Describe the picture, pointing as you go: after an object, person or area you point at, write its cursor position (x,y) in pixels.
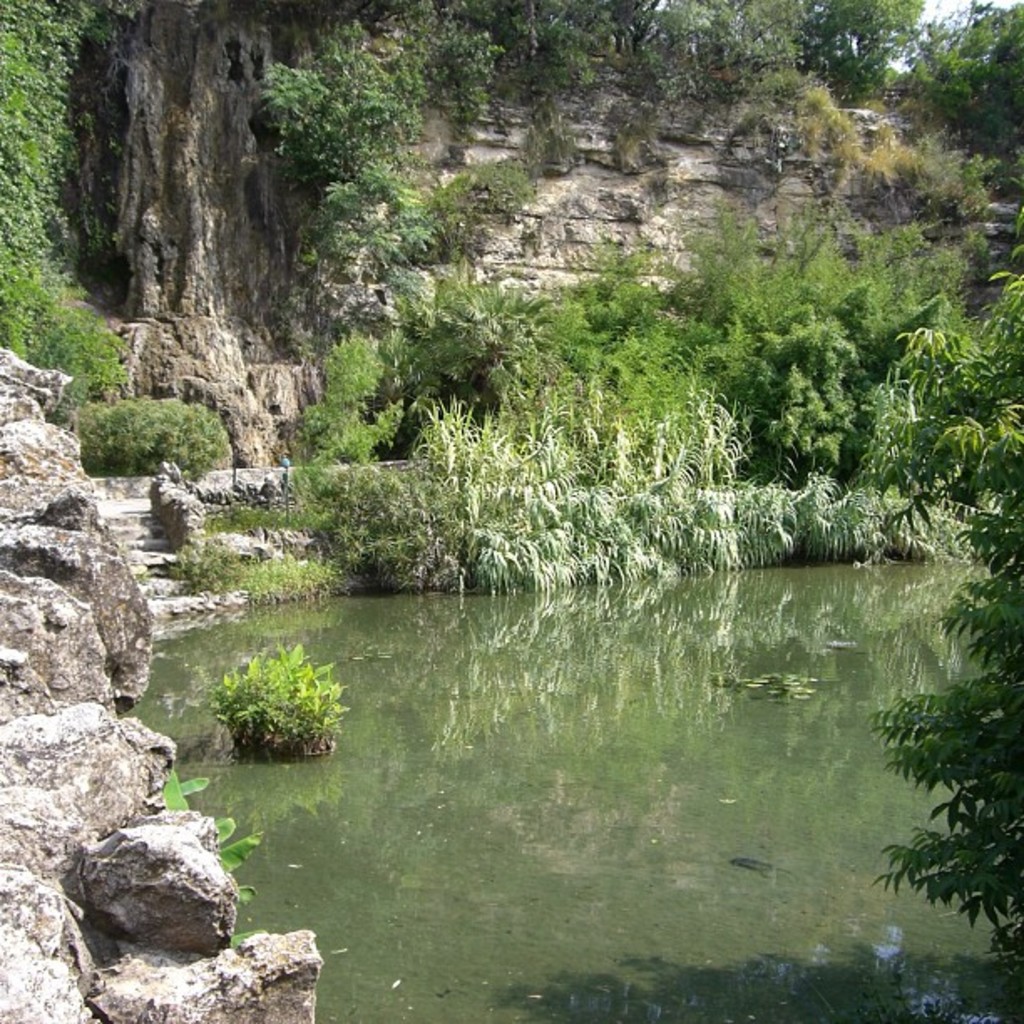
In this image we can see lake (523,683), bushes (405,542), shrubs (92,414), stones (121,816), trees (300,156), rocks (152,147) and sky (936,15).
